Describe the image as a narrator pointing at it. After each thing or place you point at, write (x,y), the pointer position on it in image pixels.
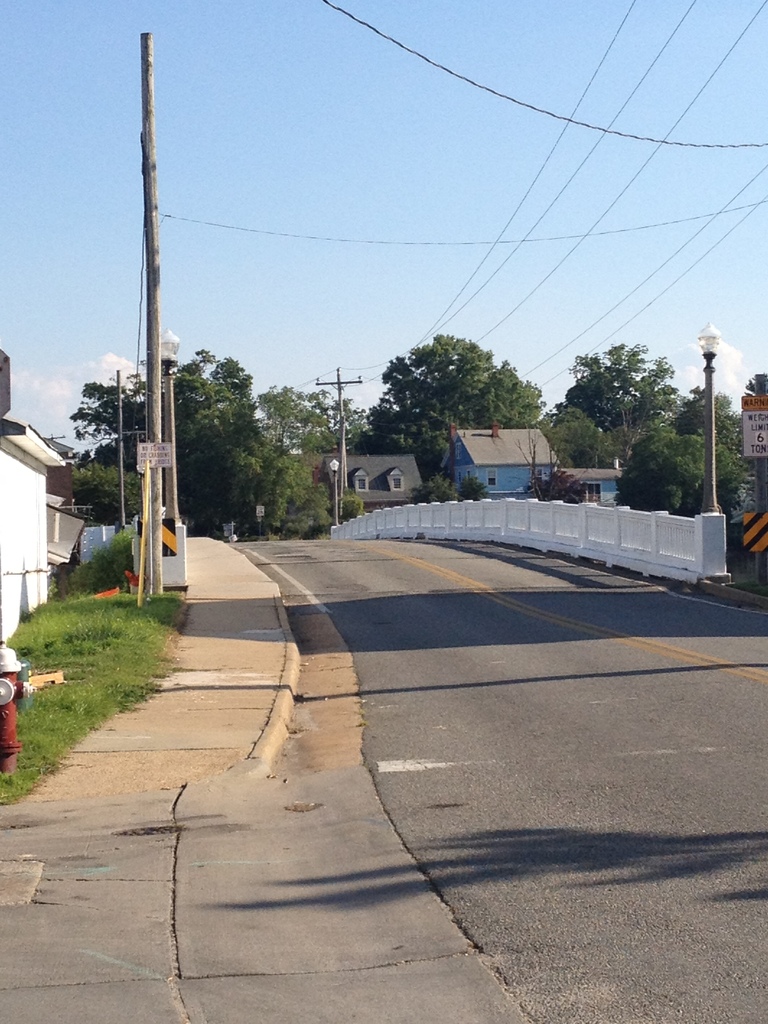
In this picture I can see the road (511,655) and on both the sides I can see the poles (124,508), wires (165,216) and on the left side of this image (153,620) I can see the fire hydrant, grass (95,643) and in the background (84,451) I can see number of buildings (22,569), trees (107,454) and the clear sky (342,163).
